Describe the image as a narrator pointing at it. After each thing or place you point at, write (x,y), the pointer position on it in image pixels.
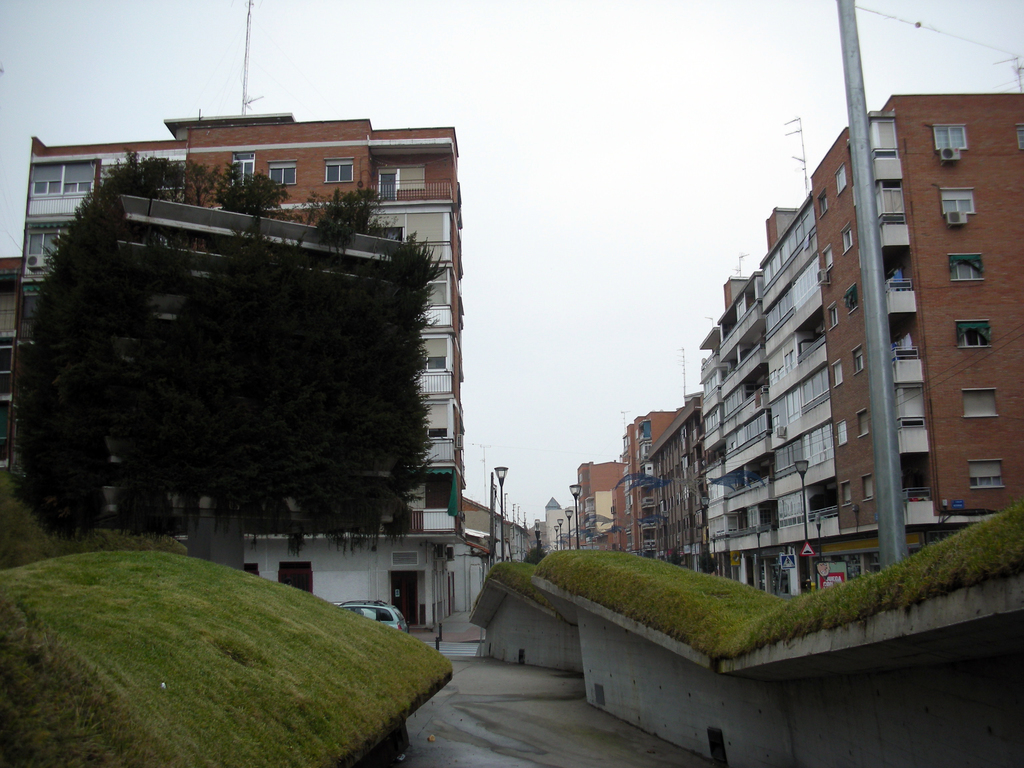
In this image I can see few buildings (991,230), windows (949,264), poles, trees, light poles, sky (623,428) and the vehicle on the road (491,724).
